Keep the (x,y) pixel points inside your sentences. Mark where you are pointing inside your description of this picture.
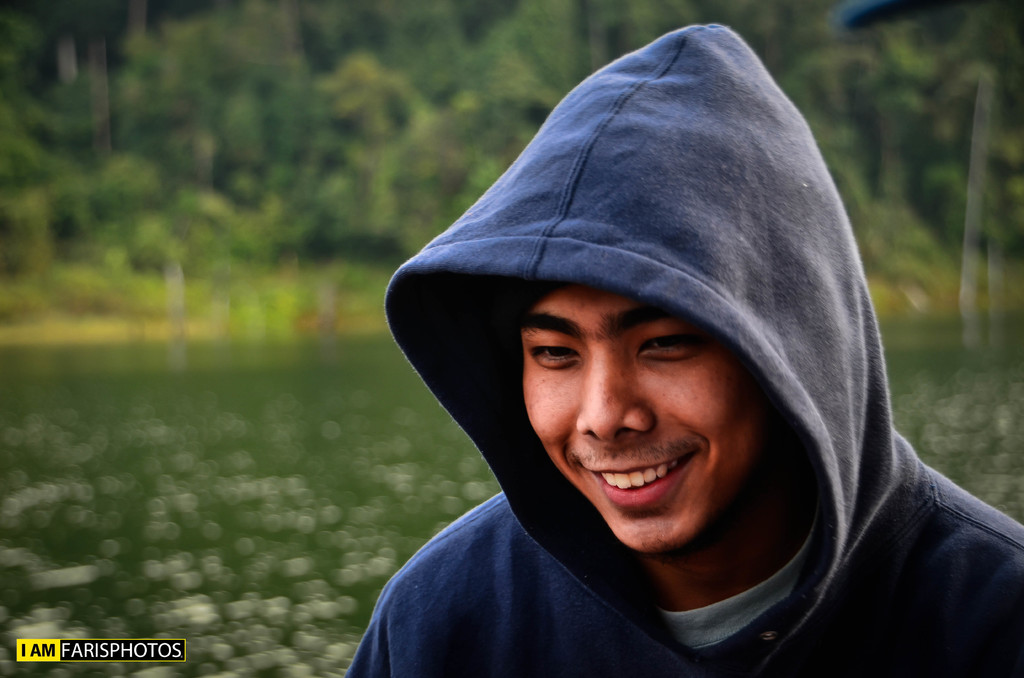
In this image we can see a man (611,344) wearing a hoodie (638,267) and smiling. In the background (337,204) we can see trees (360,93) and water (317,469).
